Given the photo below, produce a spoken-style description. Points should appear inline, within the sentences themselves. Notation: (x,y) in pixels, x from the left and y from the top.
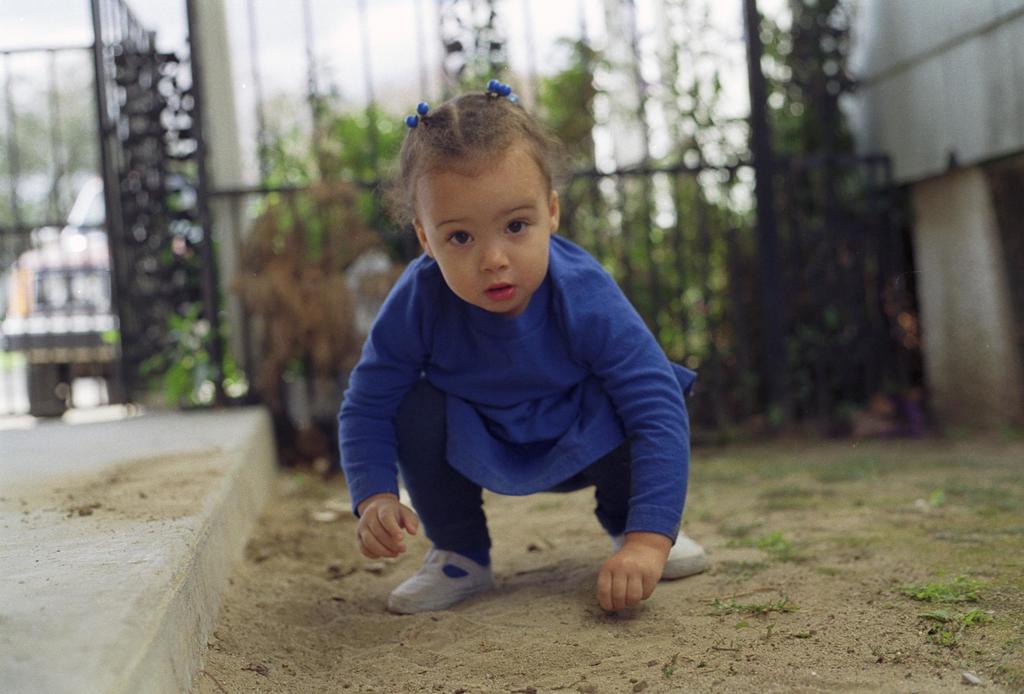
In this image, we can see a kid (644,485) in squat position on the ground (511,626) and seeing. Background (683,69) we can see grills (130,327), vehicles (72,277), few plants (701,304), wall (941,103) and sky (398,10).
